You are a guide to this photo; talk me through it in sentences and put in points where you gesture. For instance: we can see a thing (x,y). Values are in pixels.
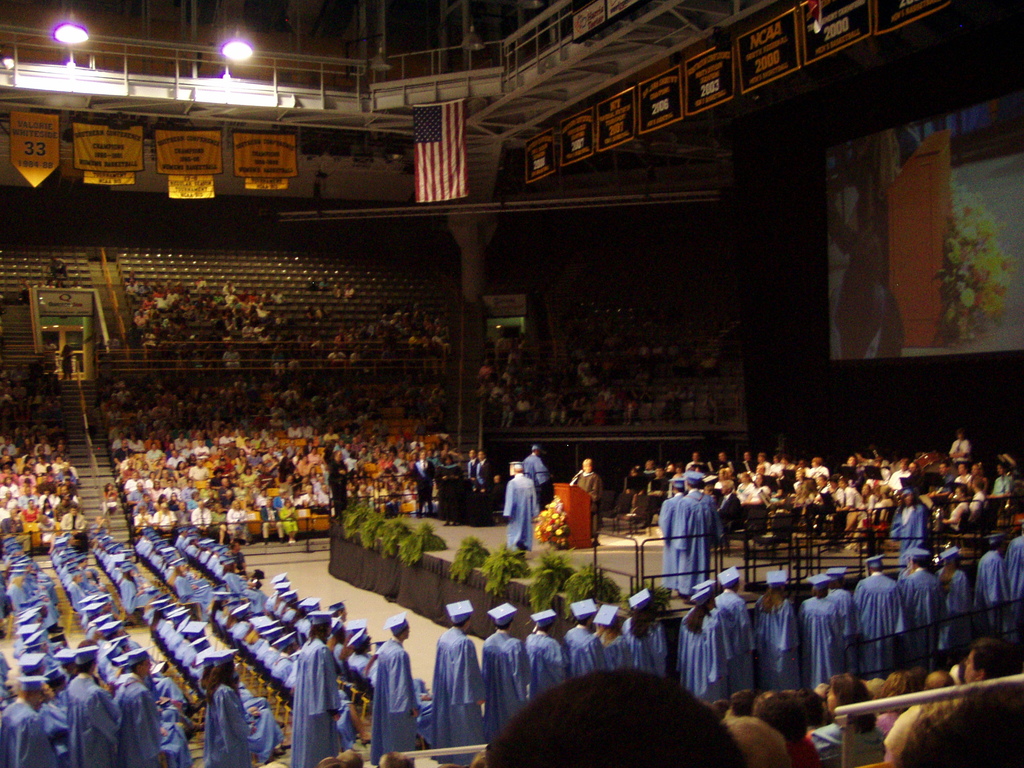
There are groups of people (250,482) sitting on the chairs (370,690) and few people (470,649) standing in a row. This is a stage (447,558). I think these are the plants (433,546). This looks like a podium (578,501) with the mike (575,480). This is a flower bouquet (564,528), which is attached to the podium (575,505). These are the banners (94,168) and a flag (431,140) hanging. This is the screen (931,279). I can see the stairs (96,436) and the empty chairs (270,262). These are the lights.
